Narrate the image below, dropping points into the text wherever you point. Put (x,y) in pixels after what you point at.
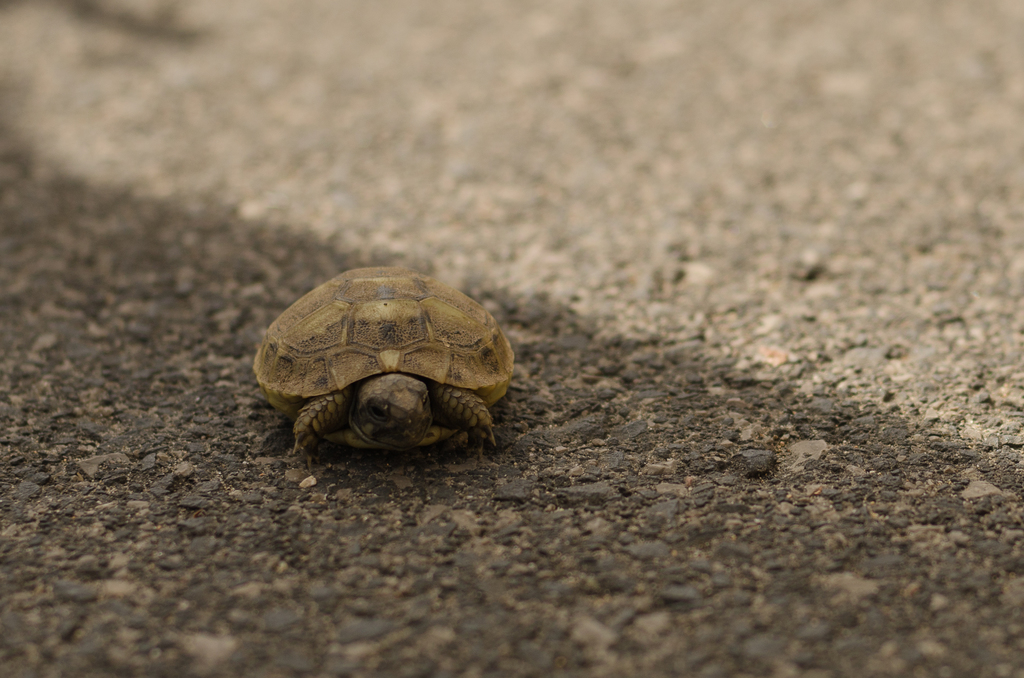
In the image there is a small turtle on the ground (289,231).
